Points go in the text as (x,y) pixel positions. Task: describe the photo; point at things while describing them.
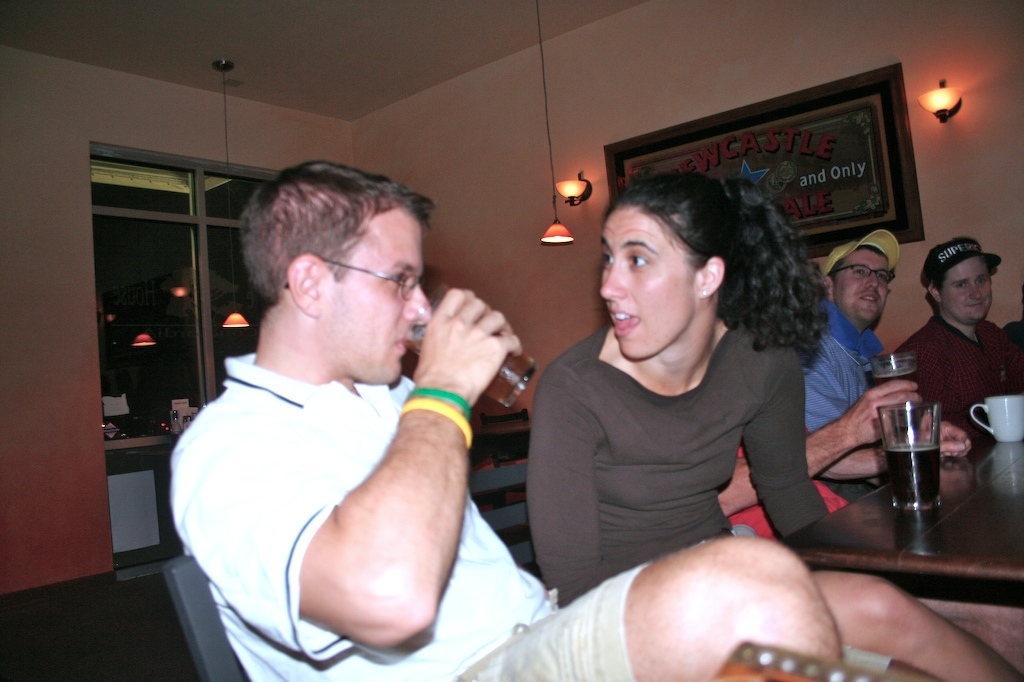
In this image, we can see people (716,393) wearing clothes (535,528). There is a person (367,451) at the bottom of the image (423,543) holding a glass (509,396) with his hand (487,381). There is a table (912,561) in the bottom right of the image (963,569) contains glass (937,459) and cup (1000,427). There is a window (136,385) on the left side of the image (143,311). There are two lights (557,233) hanging from the ceiling (378,63). There is a text (820,152) in between lights (587,187).
